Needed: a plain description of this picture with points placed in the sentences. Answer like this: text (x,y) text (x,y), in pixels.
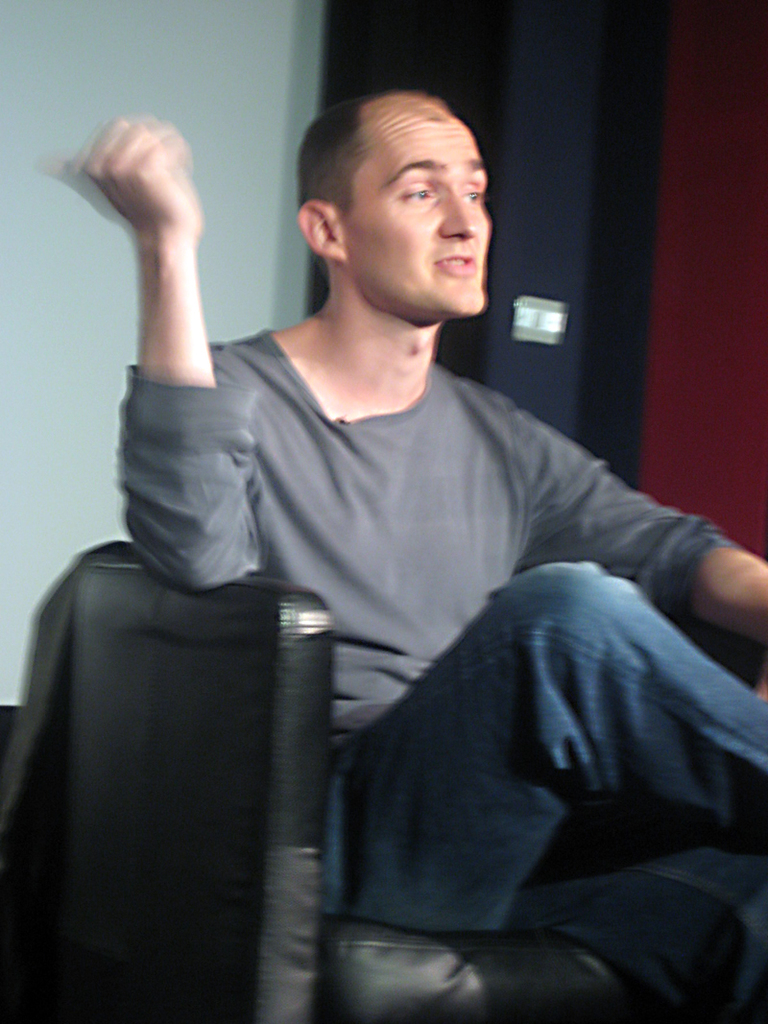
In this image a person (483,812) is sitting on the chair (273,937). Behind him there is a wall (524,357).
